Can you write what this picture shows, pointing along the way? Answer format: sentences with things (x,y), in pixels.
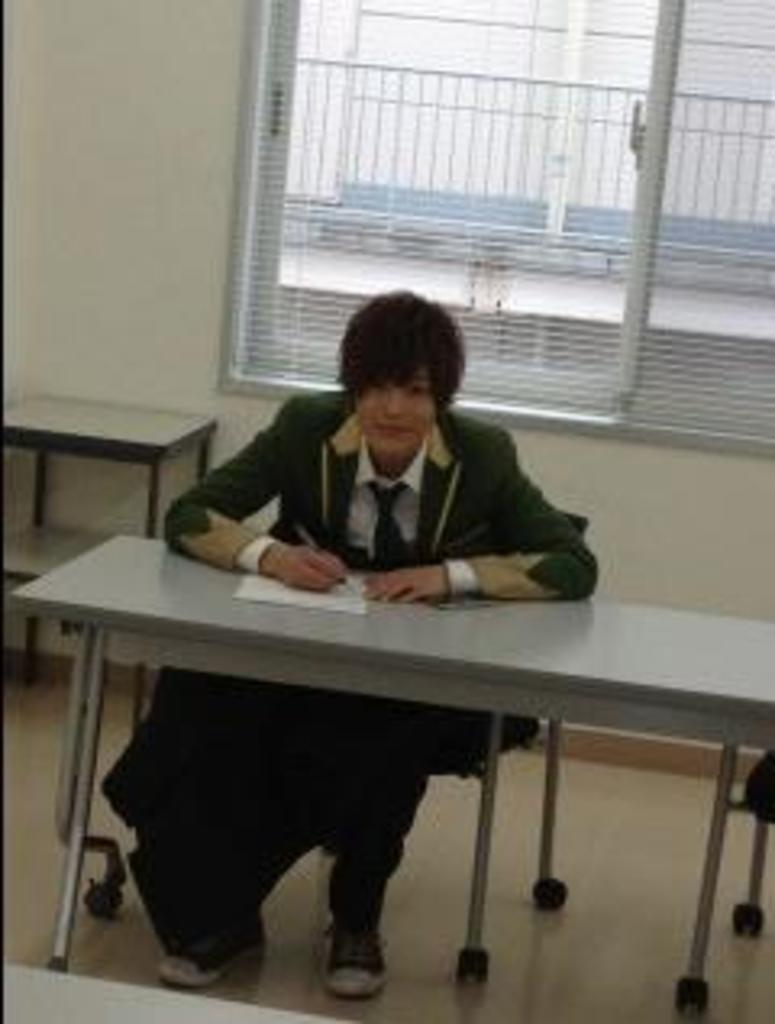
In this picture we can see a person (393,865) who is sitting on the chair (449,752). This is table (593,669) and she is writing something on the paper (348,604). Here we can see a window (569,166) and this is wall (109,194).
